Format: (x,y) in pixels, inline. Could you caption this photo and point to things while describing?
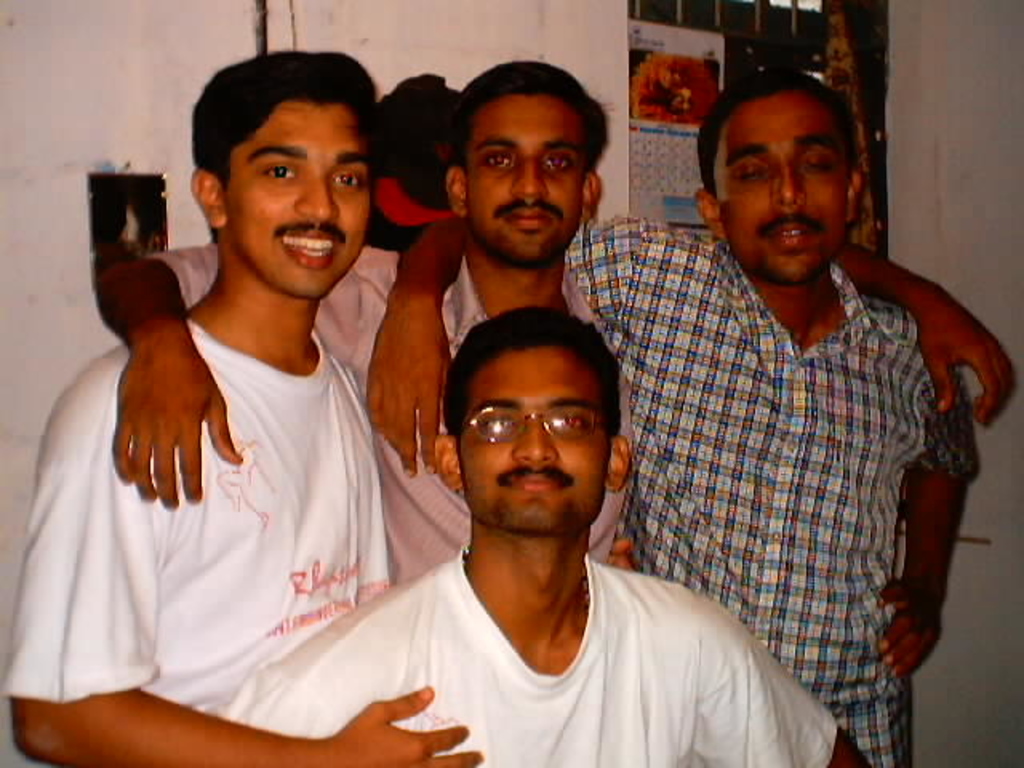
This image is taken indoors. In the background (19,70) there is a wall (945,234) with a window (753,28) and a calendar (663,140) on it. In the middle of the image (382,296) four men (162,319) are standing.
